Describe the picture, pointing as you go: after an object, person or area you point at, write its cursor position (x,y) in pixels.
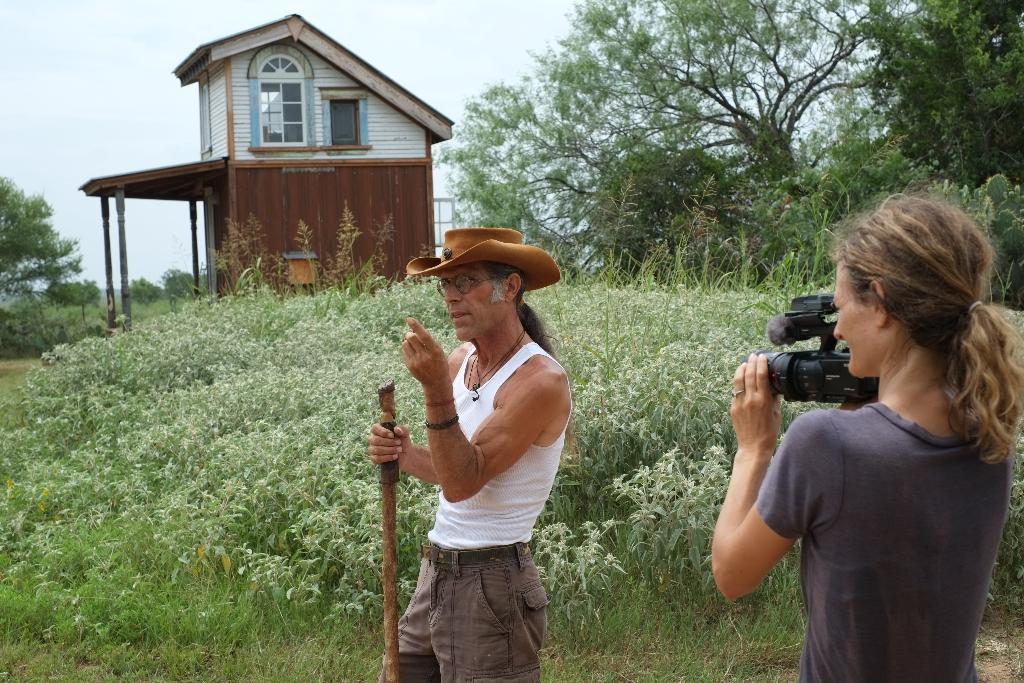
In the center of the image (424,381), we can see a man (428,407) holding a stick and wearing hat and on the right (828,466), there is a lady (879,377) holding camera (838,355) in her hands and we can see some plants (658,467). In the background (385,140), there are trees (713,82) and a shed (311,170).
